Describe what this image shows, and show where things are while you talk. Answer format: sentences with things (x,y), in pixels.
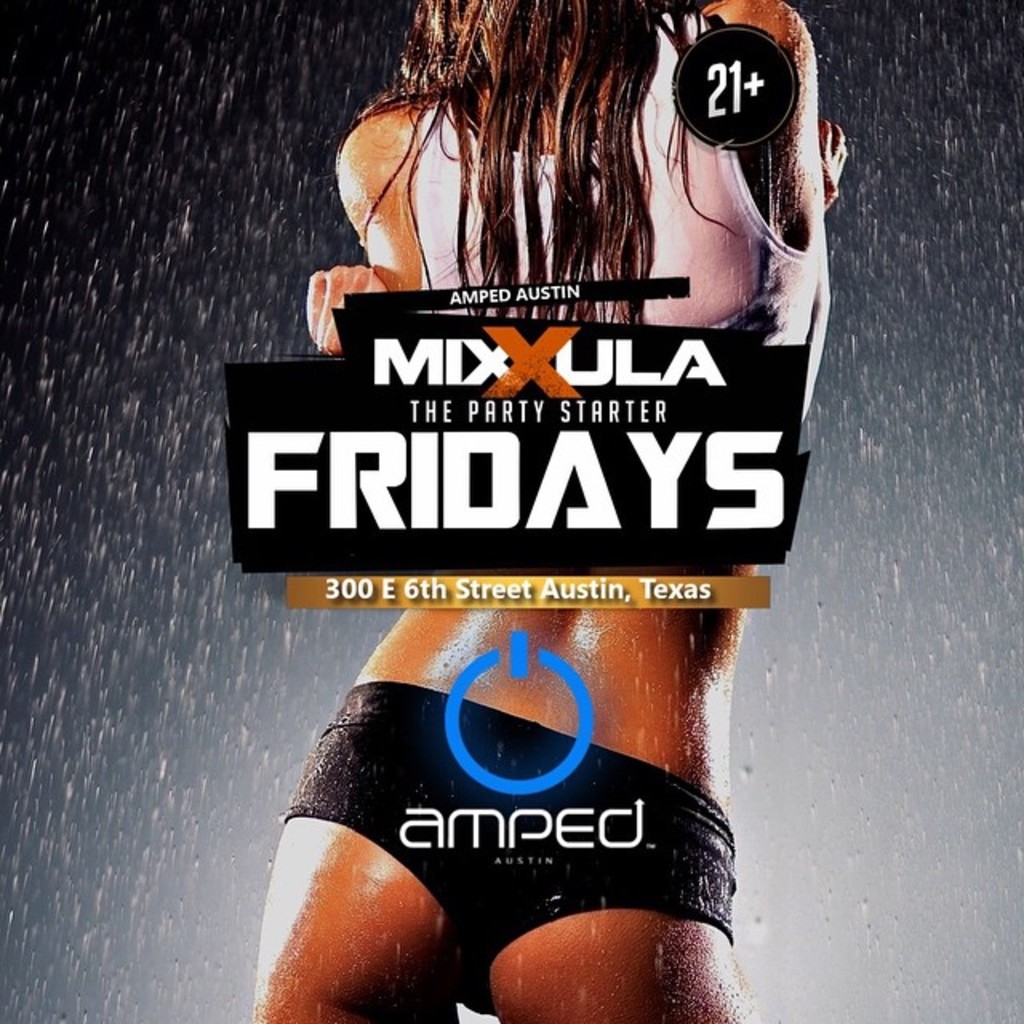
This is a poster and in this poster we can see a person (600,226), water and some text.
